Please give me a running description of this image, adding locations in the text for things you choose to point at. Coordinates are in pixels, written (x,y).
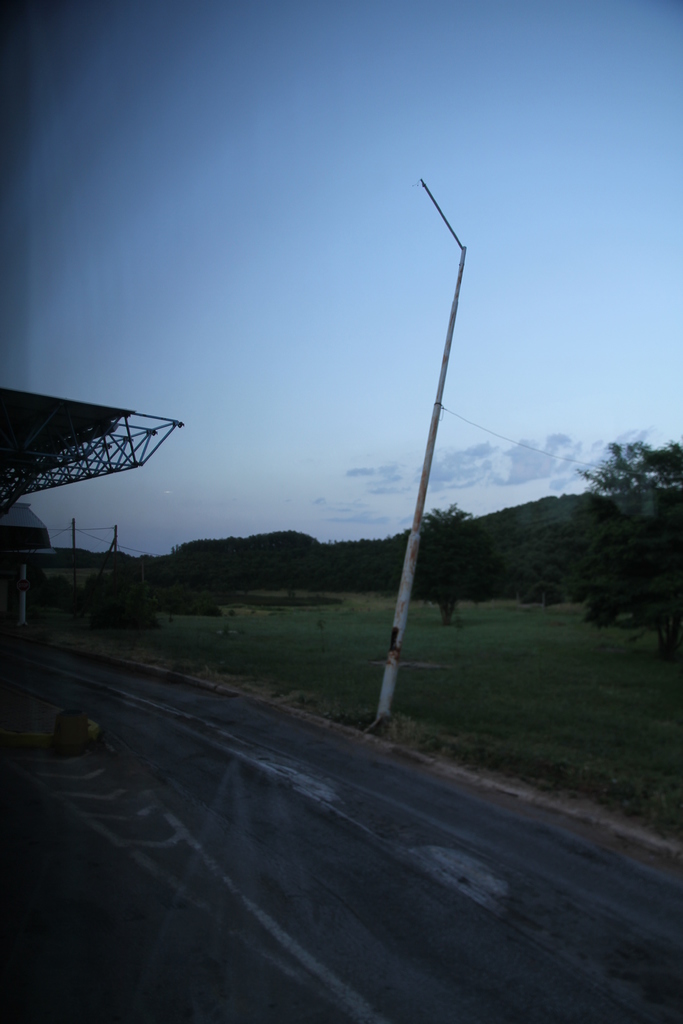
This image consists of a road (411,849). On the right (571,652), there is green grass (621,714) and trees (433,547) along with a pole (401,586). At the top (355,136), there is sky (314,463). On the left (108,452), we can see a roof (41,470) made up of metal rods (73,456).
